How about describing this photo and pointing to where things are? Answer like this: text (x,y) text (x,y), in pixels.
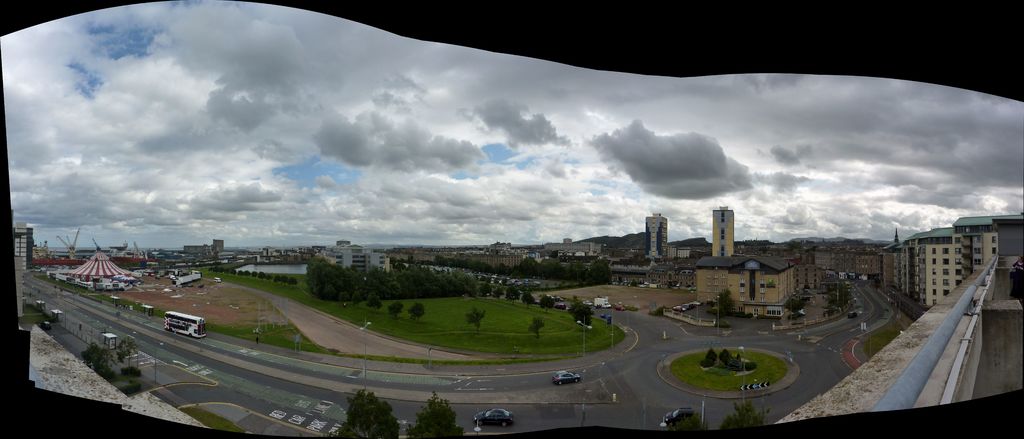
This picture is clicked outside. In the foreground (753,415) we can see the trees (375,424) and some vehicles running on the road (626,380). In the center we can see the green grass (509,318), buildings (784,272), metal rods (970,296) and many other objects (84,265). In the background (402,241) we can see the buildings (666,236) and the sky (502,157) which is full of clouds (390,142).
